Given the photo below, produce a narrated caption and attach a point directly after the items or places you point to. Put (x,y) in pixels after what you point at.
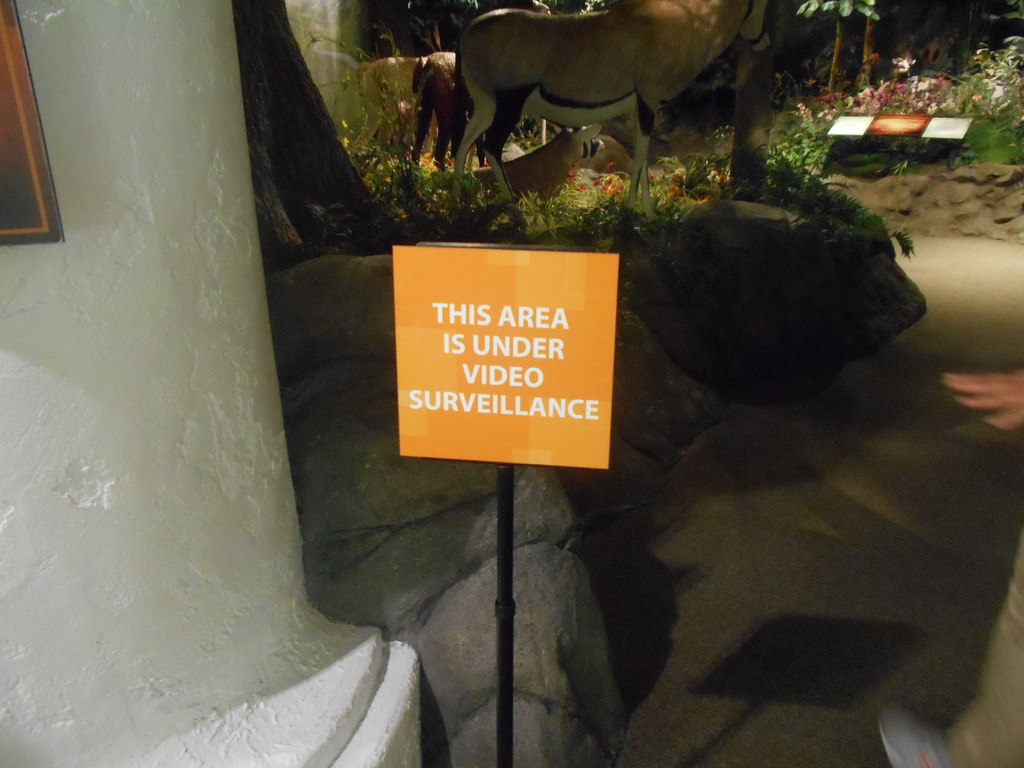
In the center of the image (541,332) we can see a board (490,339). In the background (573,60) there are sculptures (536,80) of animals (506,79). On the left (93,265) there is a building (91,340). At the bottom (440,598) there are rocks (466,463). In the background (1006,87) there are plants (979,112) and we can see flowers (609,177).
